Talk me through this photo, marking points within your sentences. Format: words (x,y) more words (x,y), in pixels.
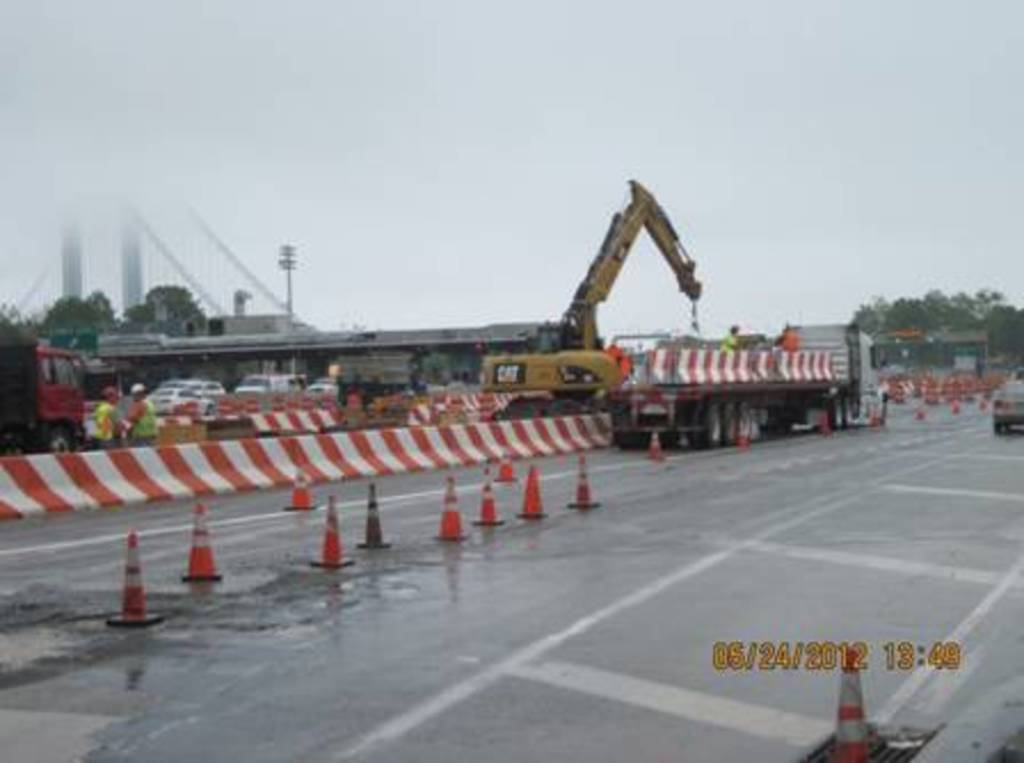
In the image we can see there are traffic cones (443,528) kept on the road (629,646), there is a crane (565,358) and there are other vehicles (845,426) parked on the road (640,581). There are people (107,428) standing on the road (159,533). Behind there are trees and there are buildings (515,339). There is a foggy sky (408,267).
